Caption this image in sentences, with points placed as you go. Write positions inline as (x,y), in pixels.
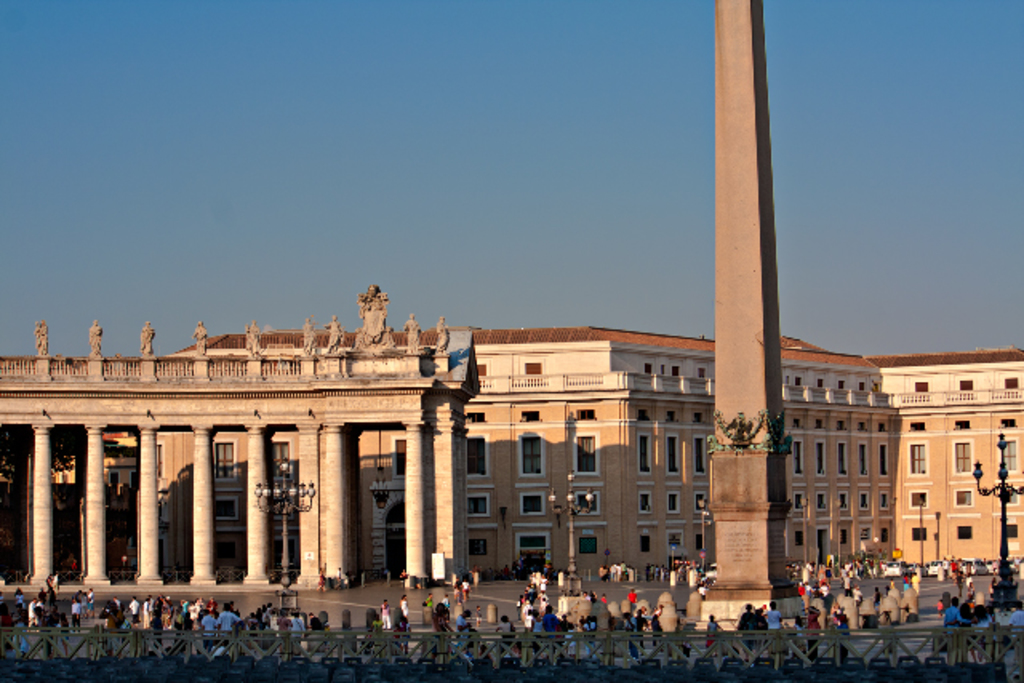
In this image I can see number of people (119,621) are standing. I can also see a building (681,449), number of windows (537,500), few pillars (52,514), few poles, number of lights (379,487), the sky (198,274) and here I can see few sculptures (392,347).
